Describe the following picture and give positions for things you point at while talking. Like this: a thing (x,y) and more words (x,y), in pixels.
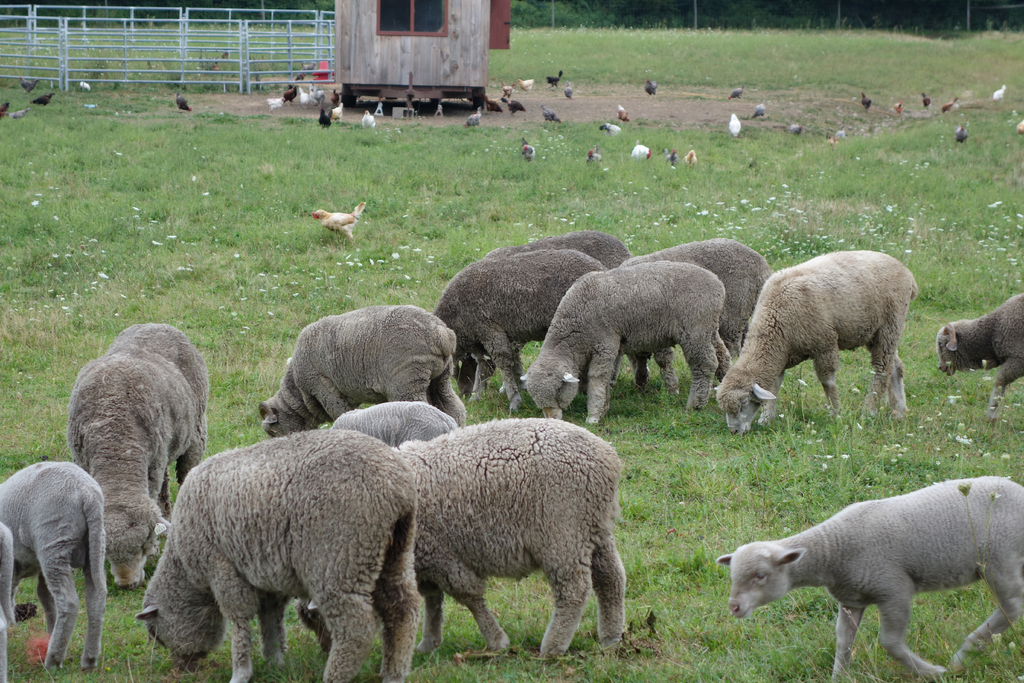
In this image there are a group of sheep (508,437) eating the grass (448,679), beside them there are some birds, fence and shed (412,105).
